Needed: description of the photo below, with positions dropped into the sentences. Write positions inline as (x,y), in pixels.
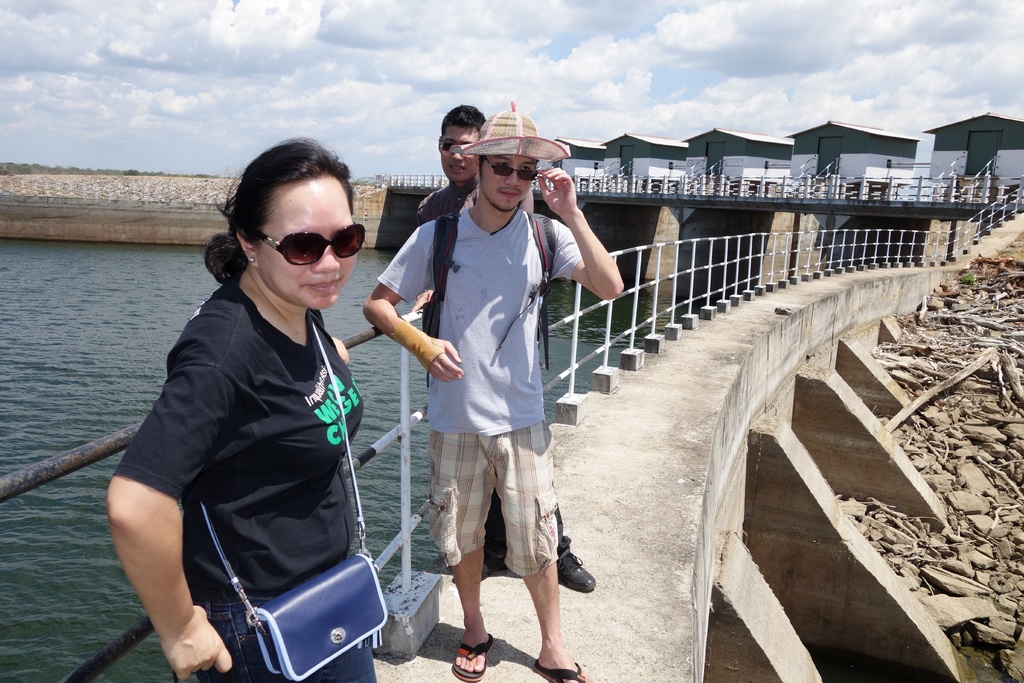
In this image I see 2 men (482,191) and a woman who are standing and I see the path (497,644) and I see the water (140,336) over here. In the background (658,134) I see few houses (758,148) and I see the sky (356,28).
